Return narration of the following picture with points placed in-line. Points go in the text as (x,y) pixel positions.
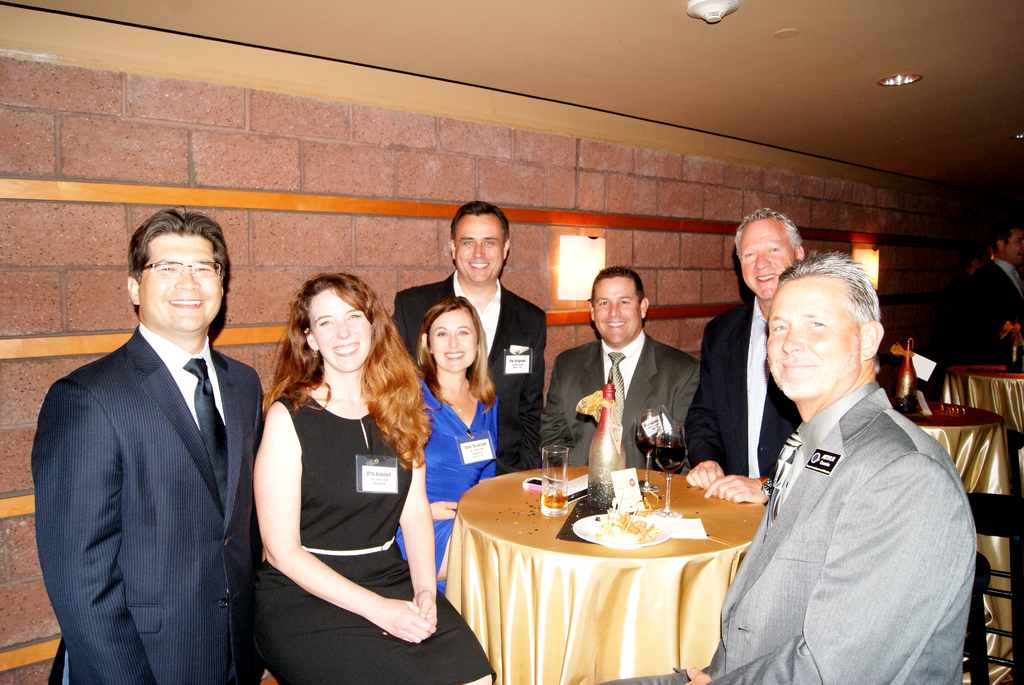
This group of people (407,363) are highlighted in this picture. This group of people (474,311) are holding a smile. On this table (643,550) there is a bottle (611,478), card (615,483), plate (594,521) and glasses (660,447).
